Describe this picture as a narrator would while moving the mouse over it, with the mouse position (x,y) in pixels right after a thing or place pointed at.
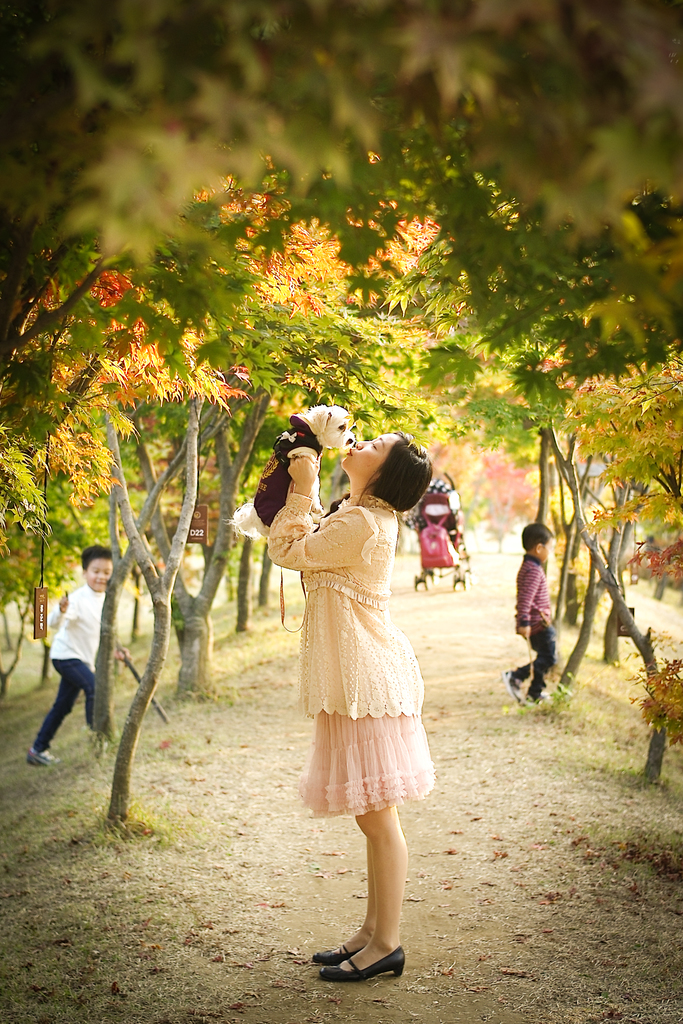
In this image I can see three people (310,696) and an animal (282,471). In the background (443,560) I can see many trees (304,374) and the stroller (418,585).
